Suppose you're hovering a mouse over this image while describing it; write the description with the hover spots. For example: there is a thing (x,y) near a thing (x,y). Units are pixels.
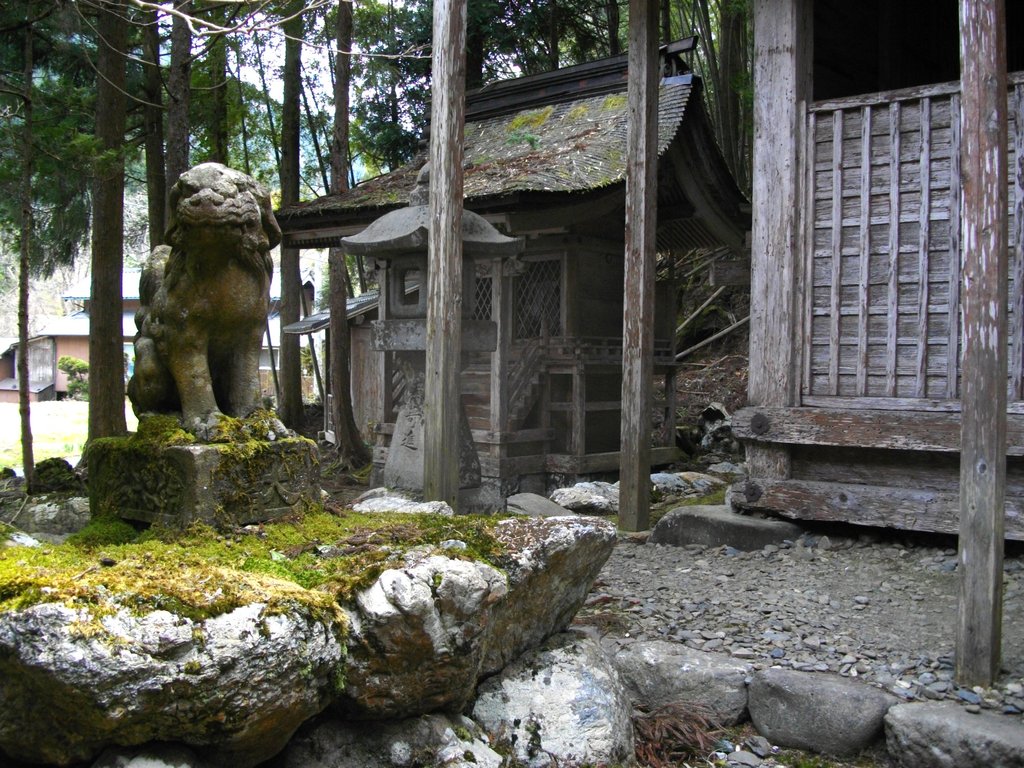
In the image there is a statue (205,297) of an animal (234,347) on the left side (139,496) on a rock (294,596), on right side (694,228) there is a vintage building (492,399) with trees (284,171) behind it.
